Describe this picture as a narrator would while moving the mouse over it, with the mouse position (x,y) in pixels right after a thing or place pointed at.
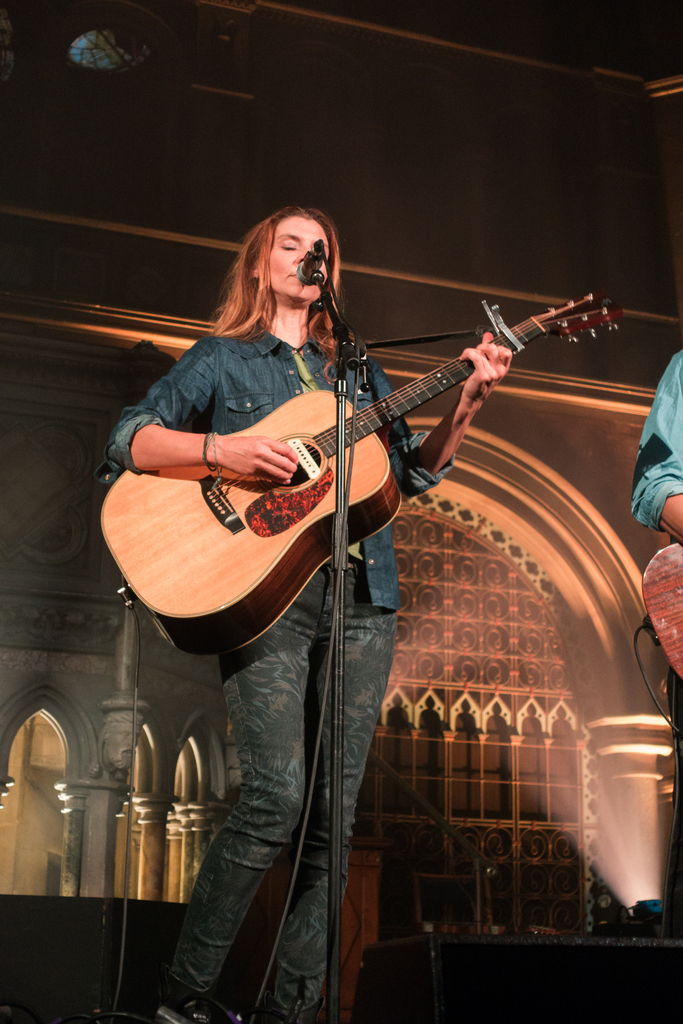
In this picture we can see a woman (326,357) standing in front of a mike (314,258) and playing guitar (295,477). Her hair (242,310) colour is brown. On the background (40,558) we can see a building (536,701). At the right side of the picture (660,578) we can see a partial part of a persons (658,506) and a guitar (660,571).
